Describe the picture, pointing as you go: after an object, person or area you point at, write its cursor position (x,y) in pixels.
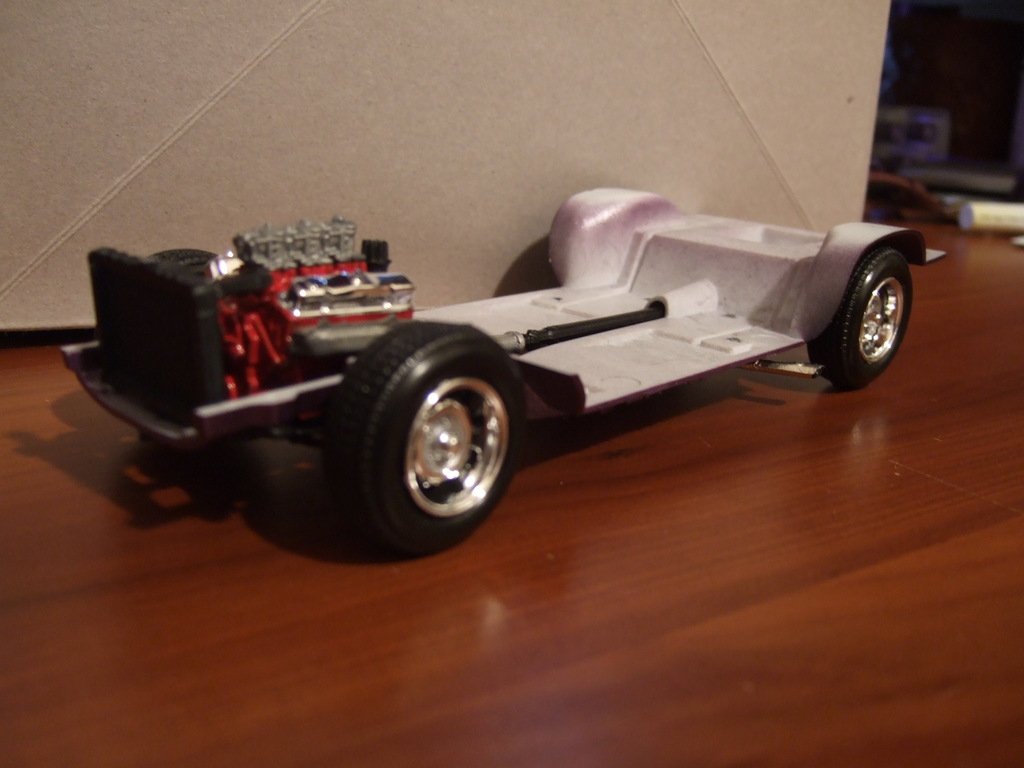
In this image, we can see a toy car (852,353) on the wooden surface (569,627).
